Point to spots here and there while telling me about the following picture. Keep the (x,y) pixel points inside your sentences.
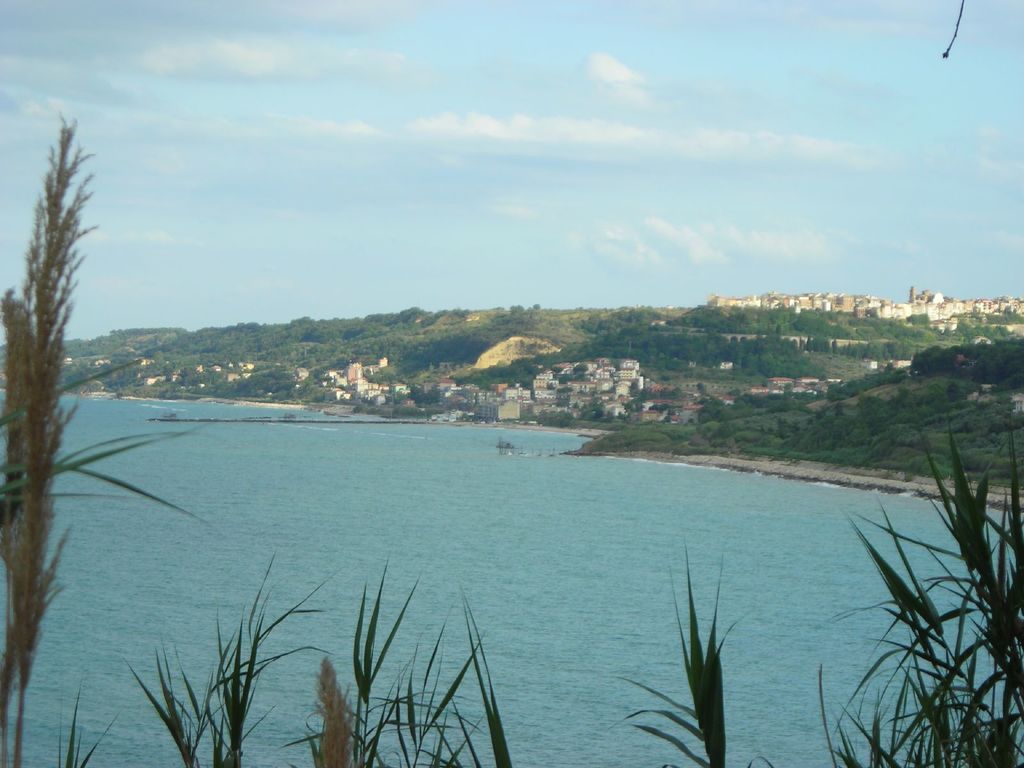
In this image in the foreground (377,656) there are plants (994,678). Here there is a water body (496,575). In the background (590,355) there are buildings (920,304), hills (567,350), trees (627,356). The sky (590,196) is cloudy.
